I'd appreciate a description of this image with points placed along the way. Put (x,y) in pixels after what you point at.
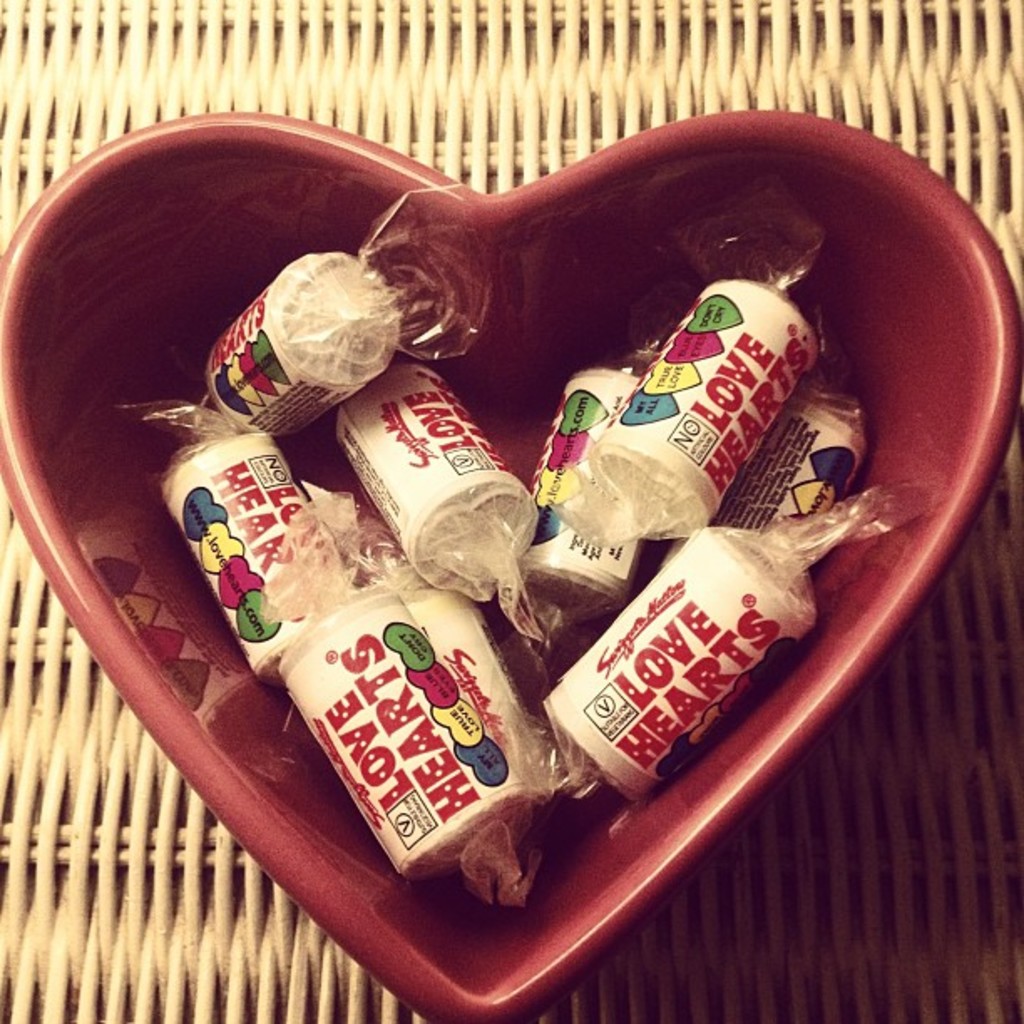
In this picture we can see a bowl (800,195) of heart shape and in that bowl (891,263) we have candies (401,451) packed in the plastic covers (492,513) and this bowl (241,119) is placed on a wooden platform (442,59).
